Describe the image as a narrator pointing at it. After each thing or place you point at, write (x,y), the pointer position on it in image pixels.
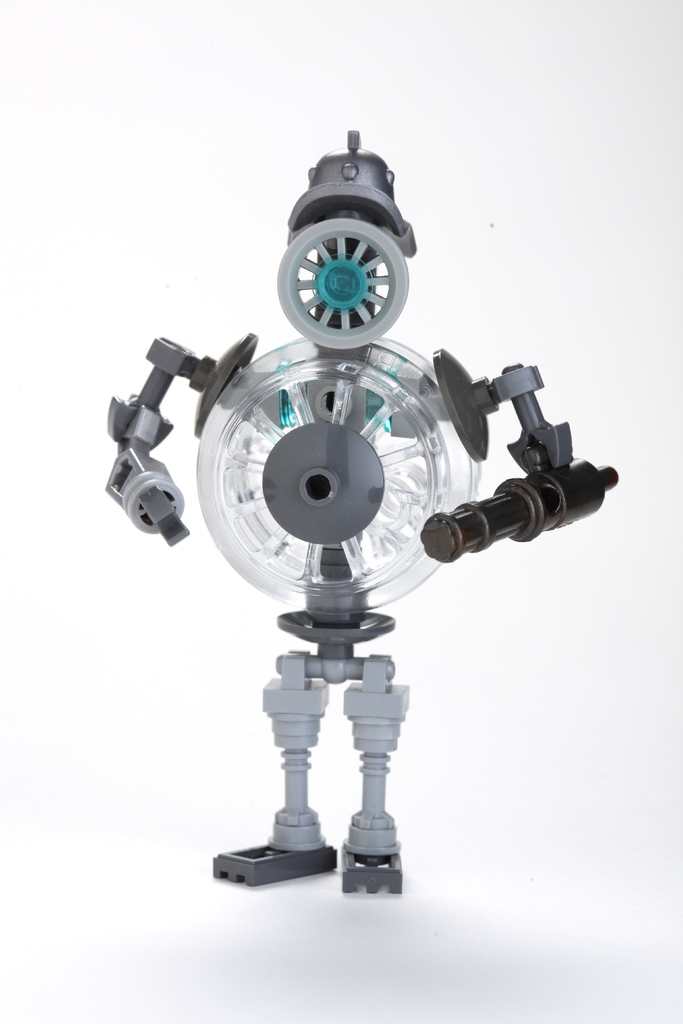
In this image we can see a robot (320,628) and the background (192,721) is white.
